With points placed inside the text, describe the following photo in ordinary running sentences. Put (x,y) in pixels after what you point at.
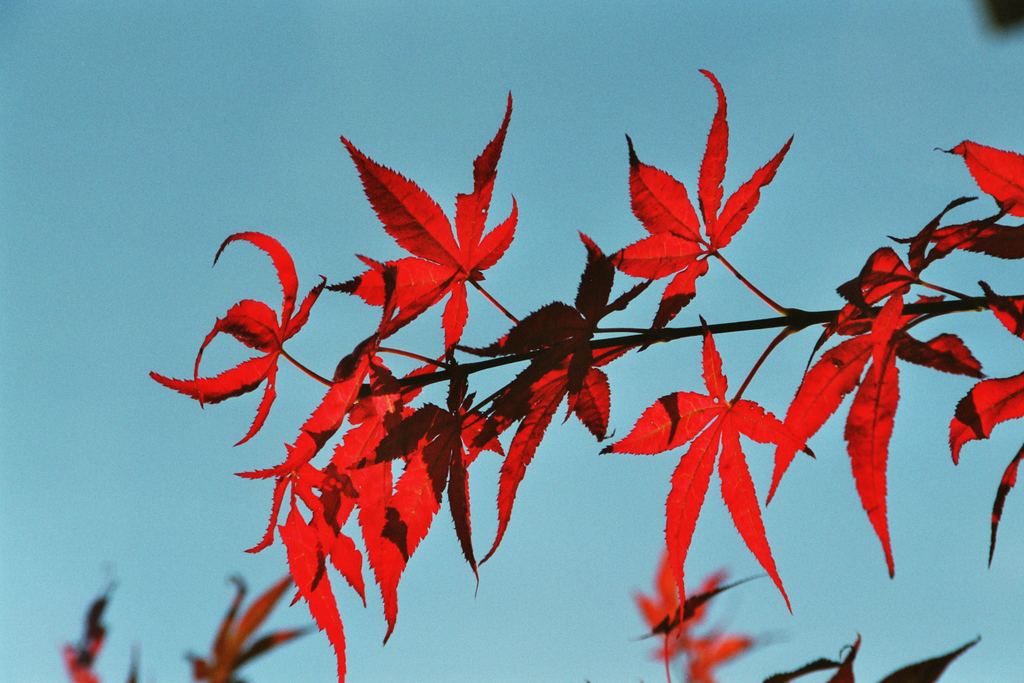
In this picture I can see there is a plant (990,295) and it has red color leaves (669,278) and there are few more leaves (225,651) in the backdrop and the sky (184,207) is clear.
